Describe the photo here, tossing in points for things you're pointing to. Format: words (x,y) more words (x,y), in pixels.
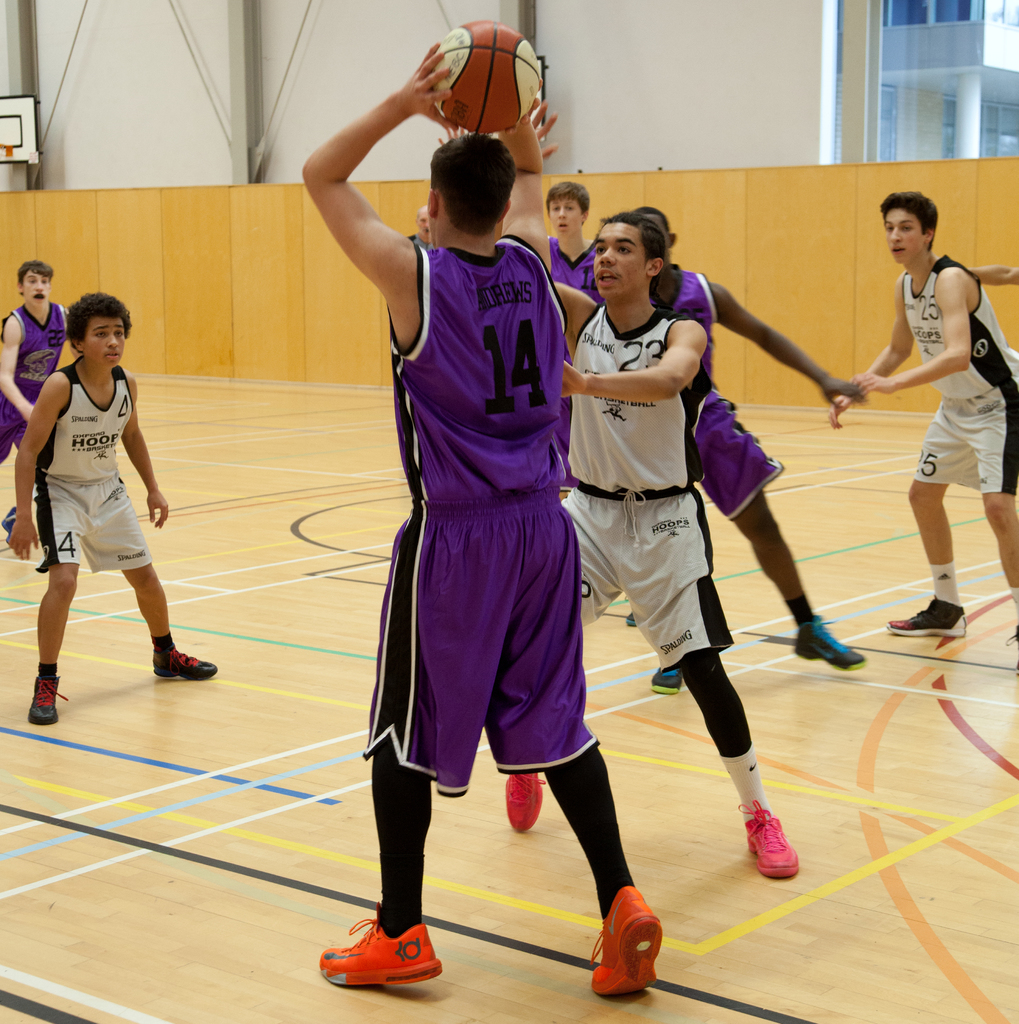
In the picture there is a court (205,624), on which there are many children (553,421) playing with the ball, there is a wall (809,128).
